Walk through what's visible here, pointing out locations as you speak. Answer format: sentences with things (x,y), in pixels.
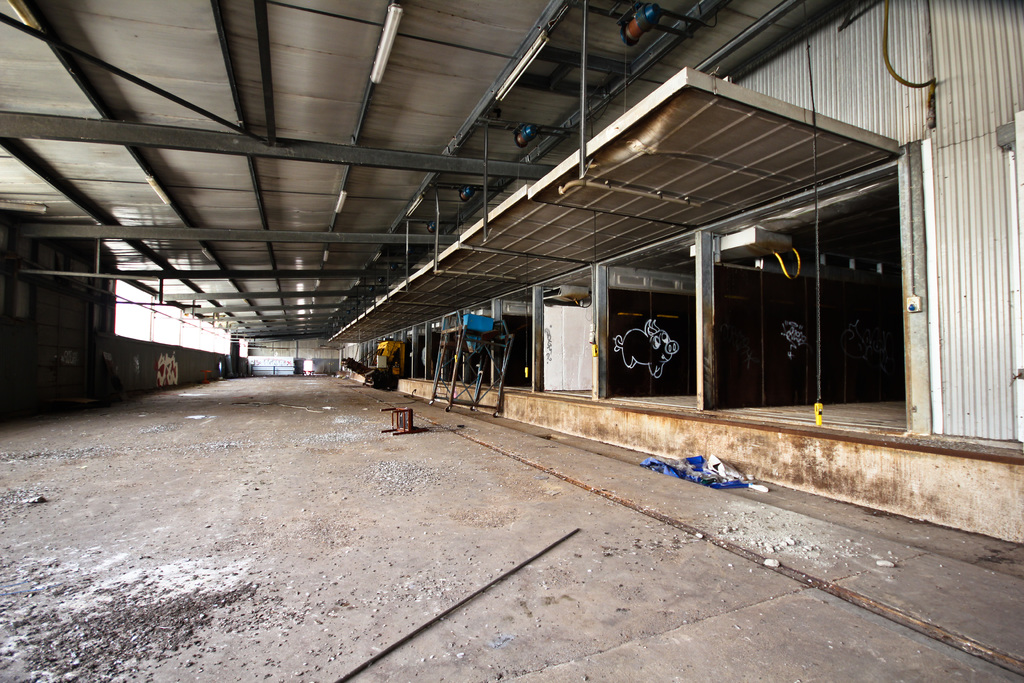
This might be a shed (478,300), and in this image on the right side (978,305) there are some boards (586,352), poles (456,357), wall (966,232) and at the bottom (231,585) there is walkway (538,585). And on the walkway (458,558) there is chair (396,412) and pole (347,682), and on the left side (97,348) there is a wall (176,353) and in the background (305,351) there are some poles (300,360) and wall (328,360) and some boards (274,360). At the top (236,83) there is ceiling (211,190) and some pillars (221,145).
